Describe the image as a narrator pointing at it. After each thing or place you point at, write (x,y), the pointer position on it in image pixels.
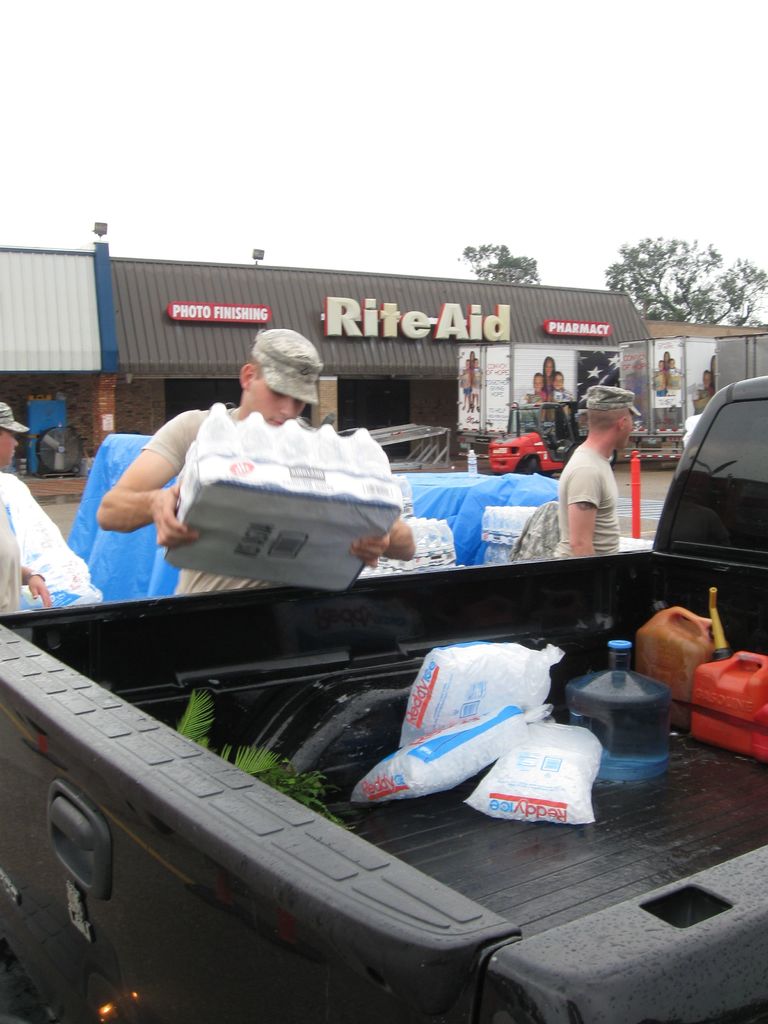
In this picture we can observe a person (253,386) wearing a cap (300,362) on his head (263,386), placing a box (229,506) in a black color vehicle (274,881). There is another person (590,487) beside the vehicle (467,824). We can observe blue color cover (488,487) behind them. In the background (333,330) there is a building (321,323) with a brown color roof (287,289). We can observe trees (663,263) and a sky (373,176).
